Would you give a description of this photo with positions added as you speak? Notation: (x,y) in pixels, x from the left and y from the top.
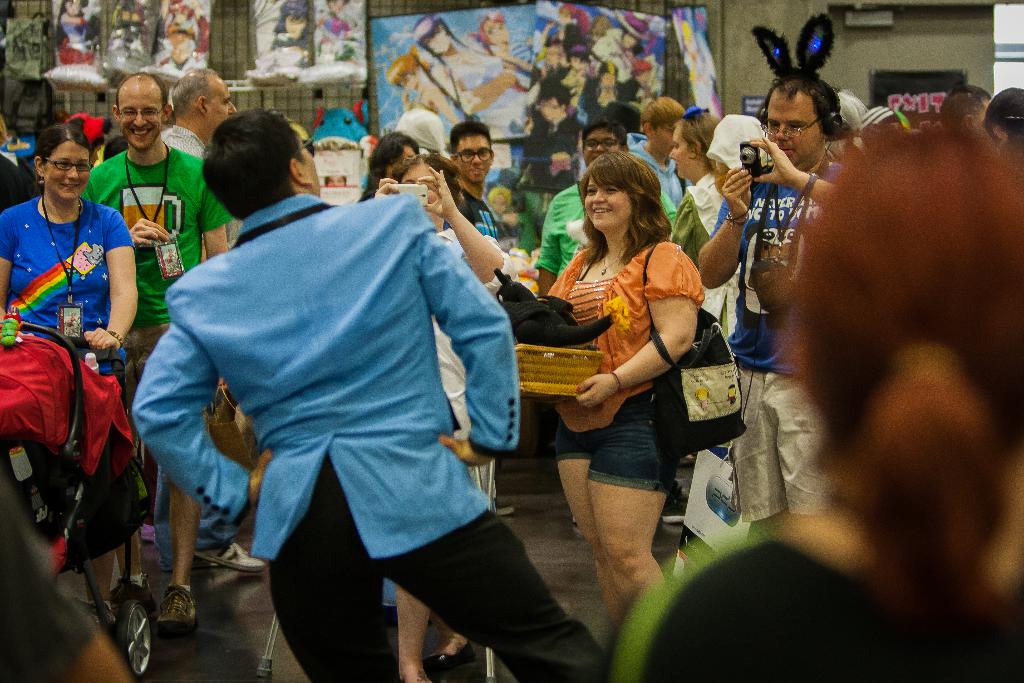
In the center of the image (400,265) there is a person (309,653) wearing blue color suit (472,406). In the background of the image (633,312) there are many people (47,186). To the right side of the image (804,518) there is a lady (673,578) wearing a black color dress (729,622).
